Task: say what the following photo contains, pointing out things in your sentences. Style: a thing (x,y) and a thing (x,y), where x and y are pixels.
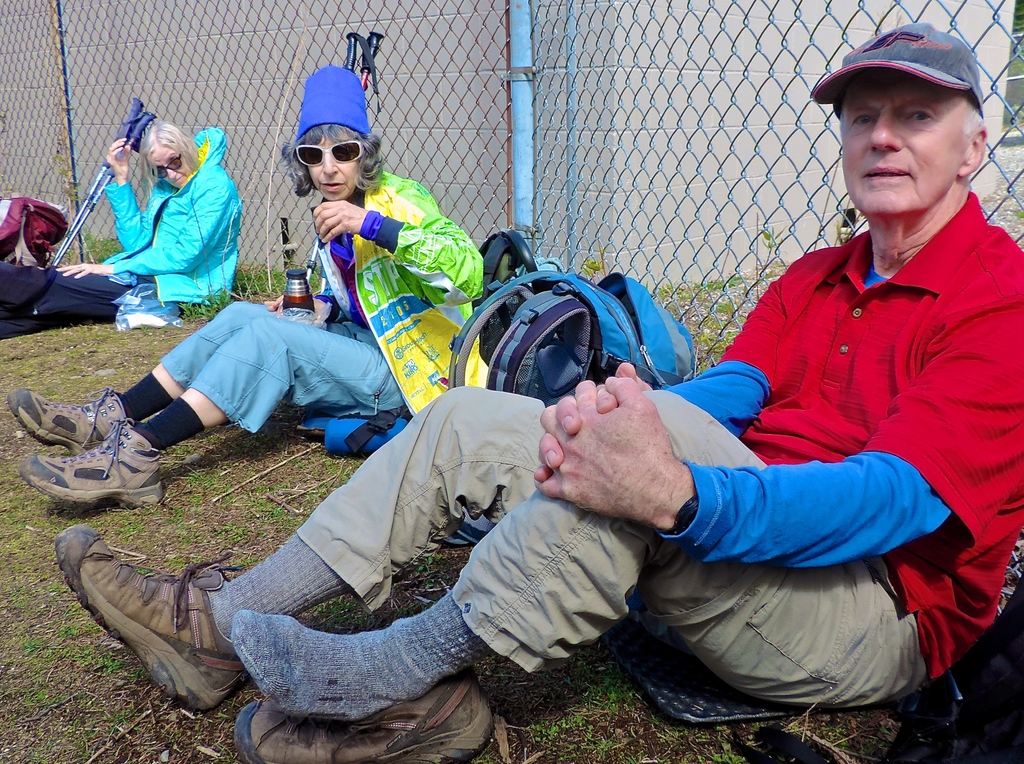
In this picture I can observe three members (308,369) sitting on the land (137,520). Behind them I can observe fence (107,46). In the background (616,125) there is a wall (478,81).
